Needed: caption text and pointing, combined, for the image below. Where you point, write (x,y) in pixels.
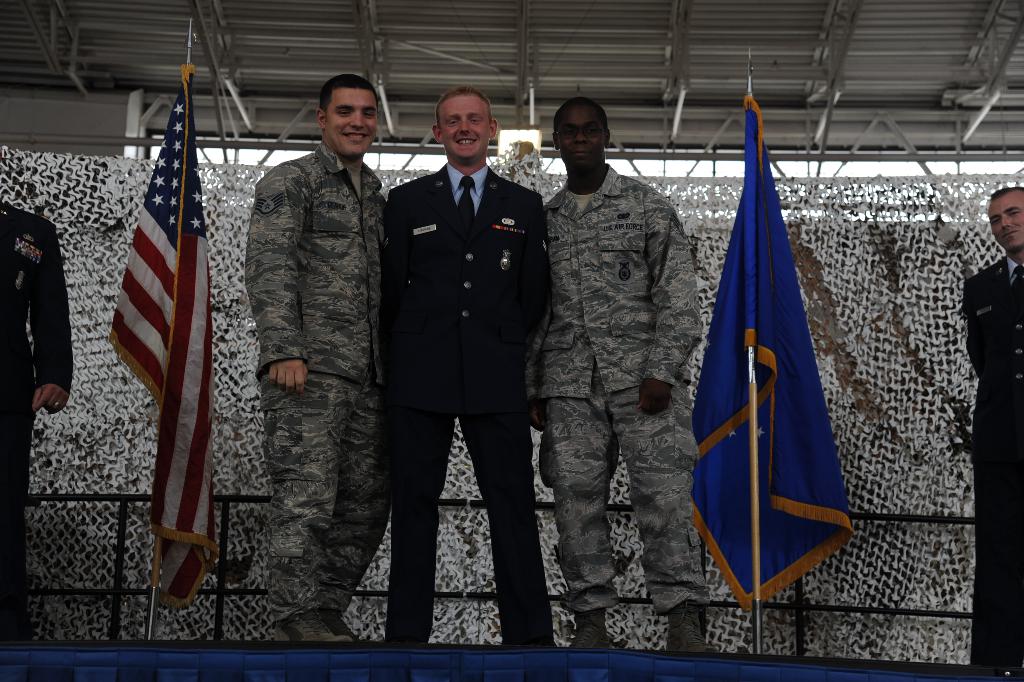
In this image we can see some people (597,323) standing on the ground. In the background (638,586), we can see flags (776,315) on the pole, railing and a net (103,246). At the top of the image (594,95) we can see some poles (65,21) and a shed (508,4).
